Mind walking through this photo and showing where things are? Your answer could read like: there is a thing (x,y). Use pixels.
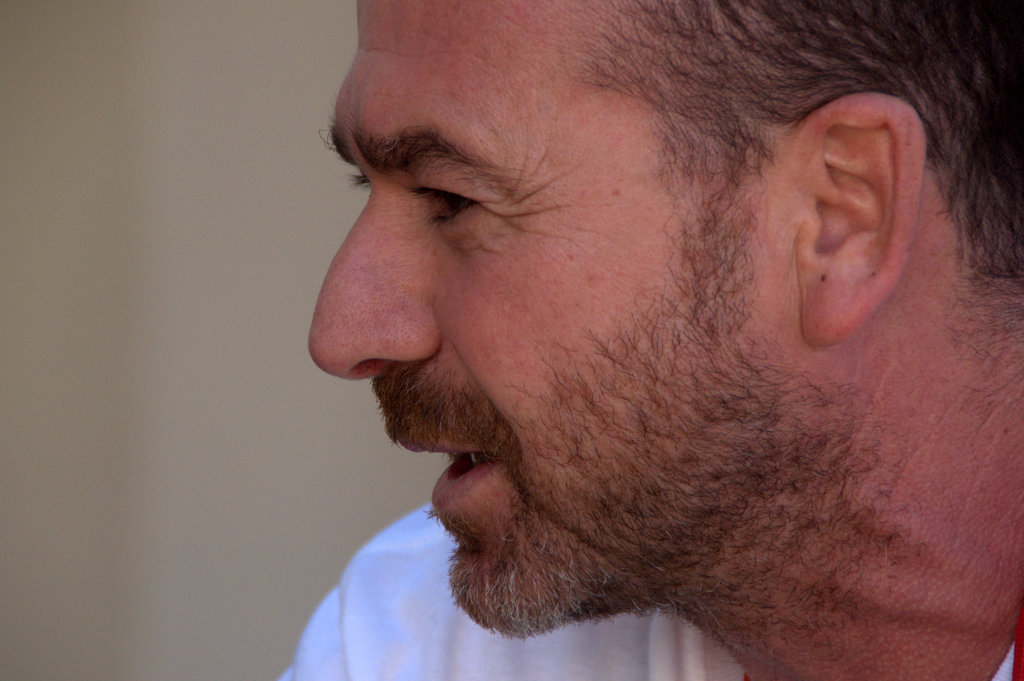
In this image we can see a person's face (496,573).
